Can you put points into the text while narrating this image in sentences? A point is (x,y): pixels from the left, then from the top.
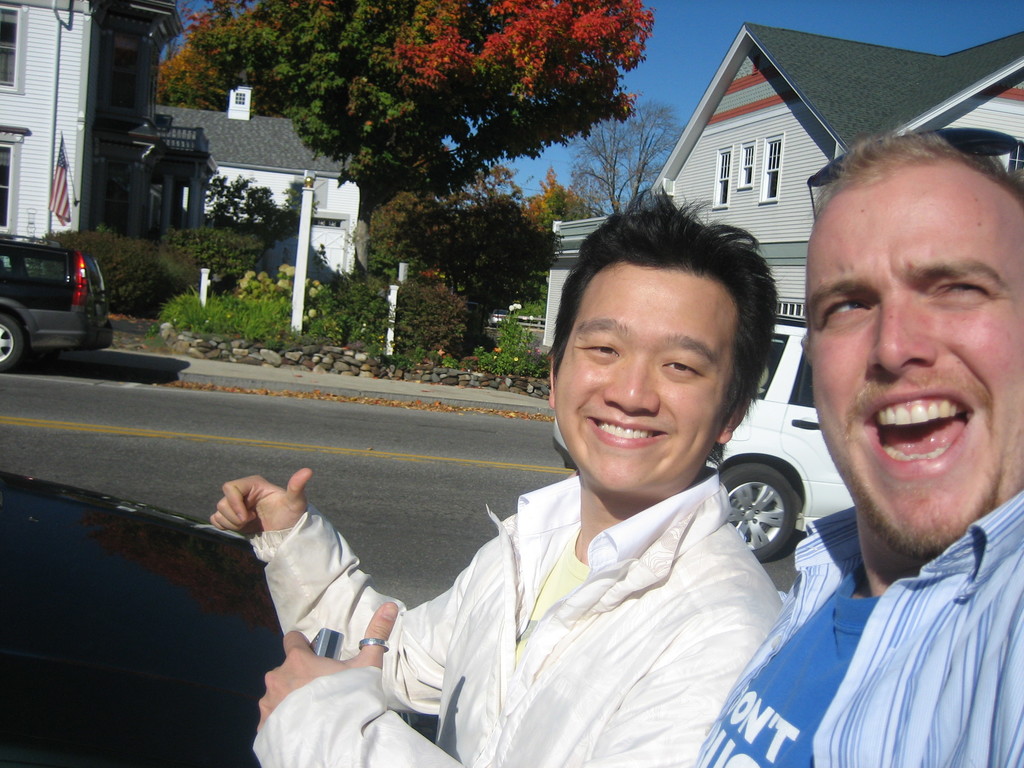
This image consist of two men (739,654). To the right (934,666), the man (931,652) is wearing blue shirt (920,664). To the left (296,693), the man (529,656) is wearing white jacket (496,667). In front of them, there is a car (129,625). In the background (339,210), there are trees (362,171), cars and buildings (807,165).
